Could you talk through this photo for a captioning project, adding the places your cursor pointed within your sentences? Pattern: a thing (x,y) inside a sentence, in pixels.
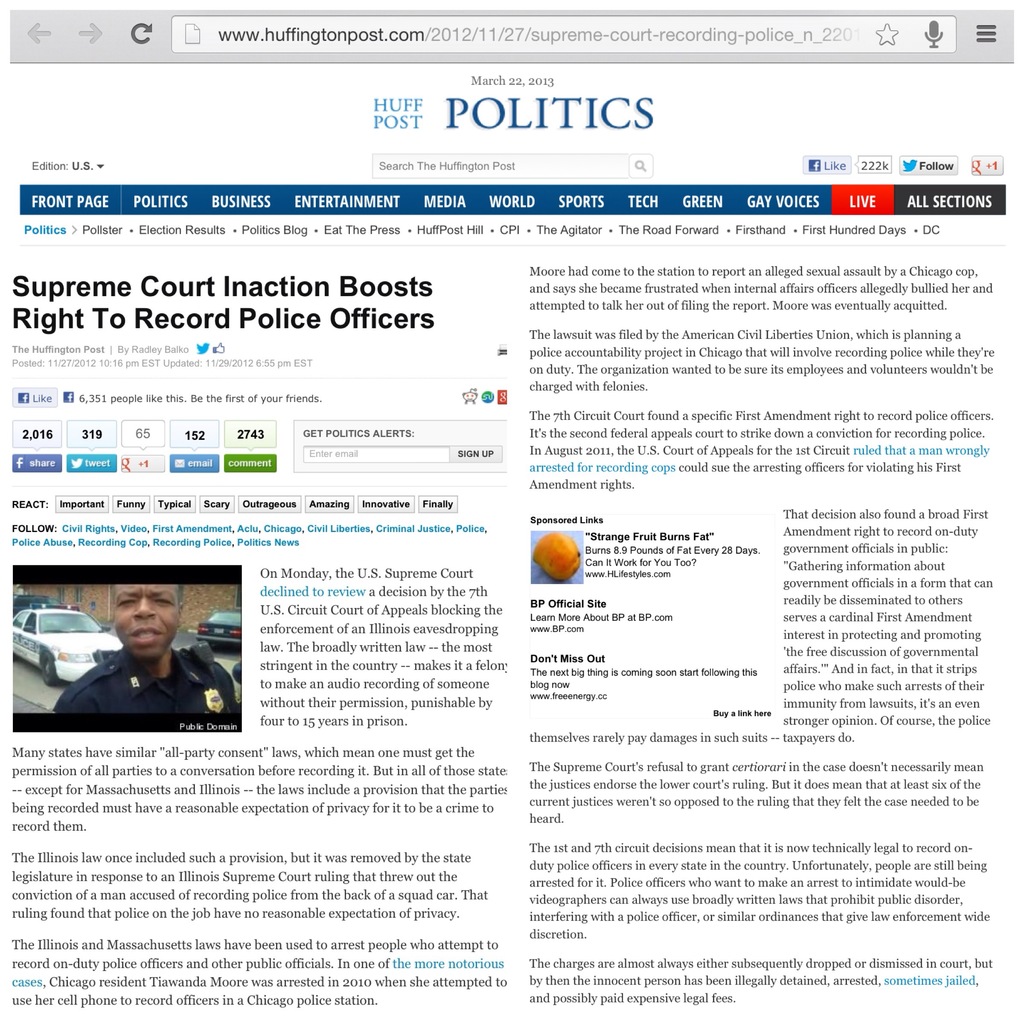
In this picture I can observe a web page (336,85). There is some text (297,654) on the screen (449,529). On the left side (96,625) I can observe a person (154,681) and a car (99,652). The background (166,146) is in white color.
